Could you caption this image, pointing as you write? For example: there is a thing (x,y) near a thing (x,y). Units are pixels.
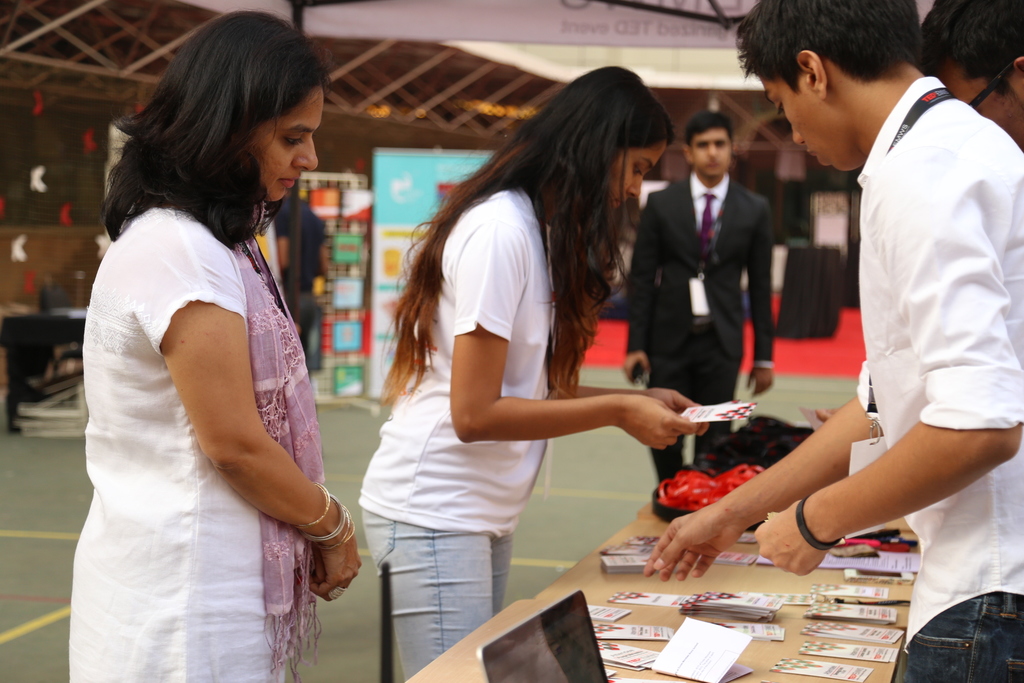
There are two ladies (185,382) standing. A lady (225,425) in the left corner (270,463) is wearing a scarf (287,371). And another lady (634,389) is holding a paper (707,417). A man (923,336) is in the right side (942,227) is having a tag (897,139). In front of him there is a table (756,581). On the table (853,597) there is a laptop (584,646) and some papers (758,596) are kept over there. And another man (700,277) wearing a black dress (681,341) is walking. In the background (400,159) there are wall (39,201) and some other items (405,180) kept.
